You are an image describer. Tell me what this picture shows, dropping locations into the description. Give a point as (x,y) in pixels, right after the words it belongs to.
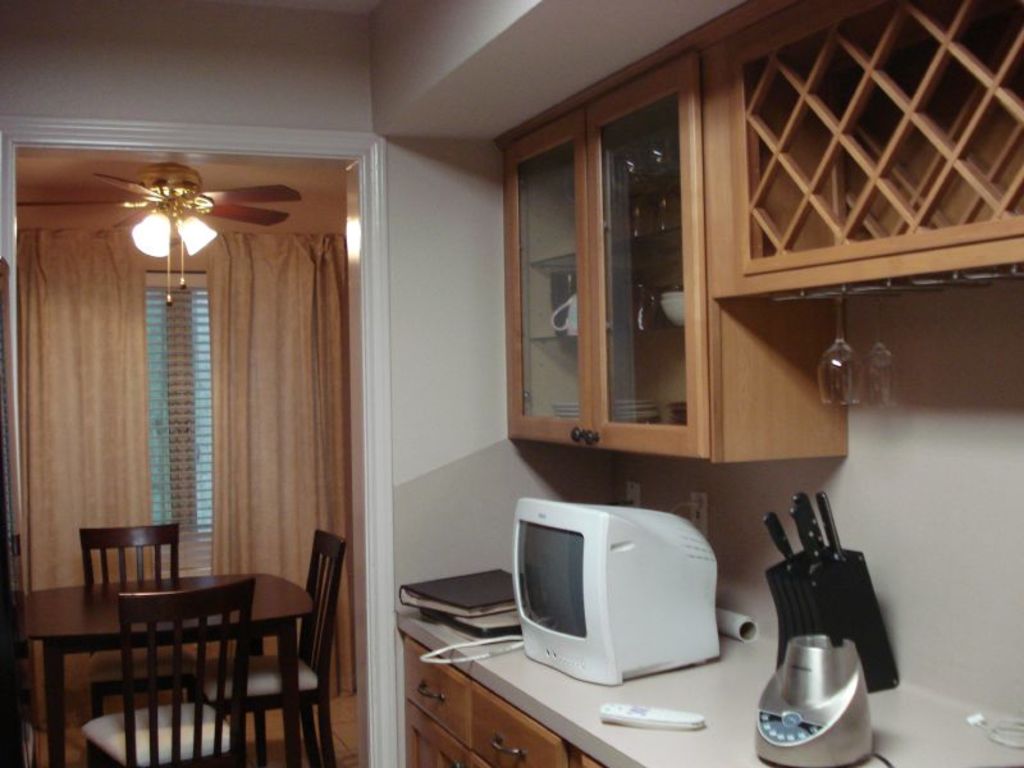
This is a picture of inside of the house (600,449), in this picture on the left side (181,578) there is a table (84,641) and chairs (127,607) and curtains (139,348), fan (144,236). On the right side (738,717) there is one monitor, remote (619,719), knives (767,521), mixer grinder (819,696) and some books (430,607) on a table (980,733). And at the bottom (444,708) there is a cupboard (475,717) and at the top (749,100) there are cupboards (586,281), in the cupboards (619,305) there are some cups (567,334) and some objects (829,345) and in the center (395,317) there is a wall (266,89). At the bottom (271,723) there is floor (349,699).
